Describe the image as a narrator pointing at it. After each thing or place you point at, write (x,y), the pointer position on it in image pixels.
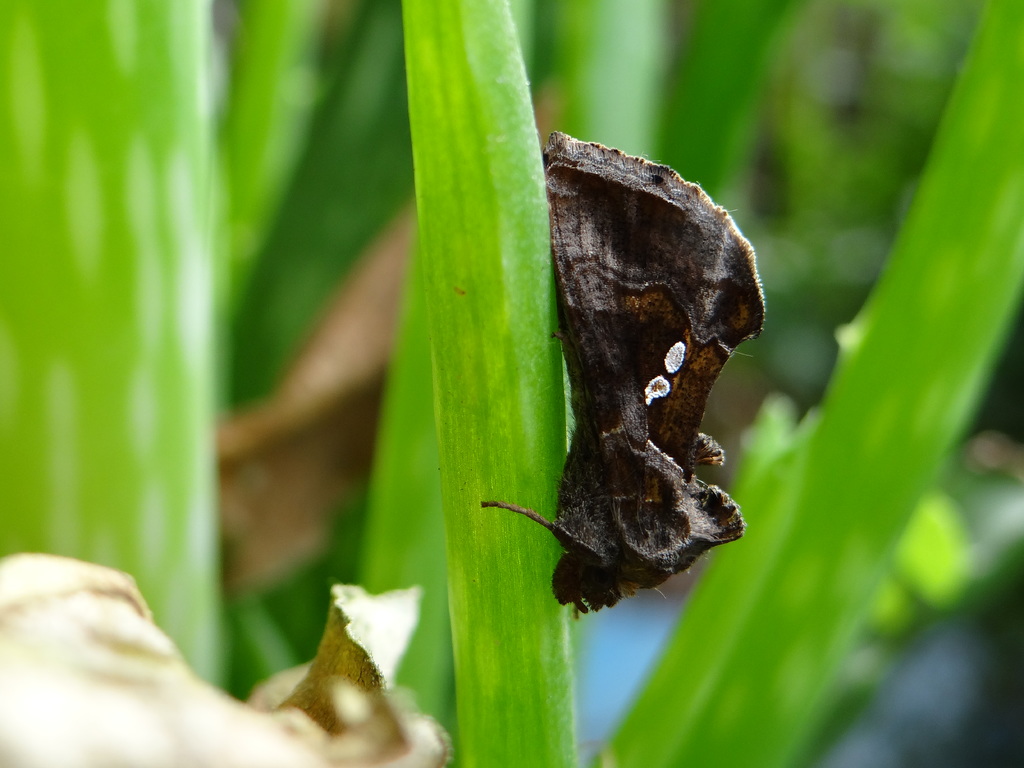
This image is taken outdoors. In this image there is a plant (331,389) with green leaves (374,203). In the middle of the image (609,401) there is an insect (558,258) on the leaf (515,194). At the left bottom of the image (148,722) there is an object (93,651).
